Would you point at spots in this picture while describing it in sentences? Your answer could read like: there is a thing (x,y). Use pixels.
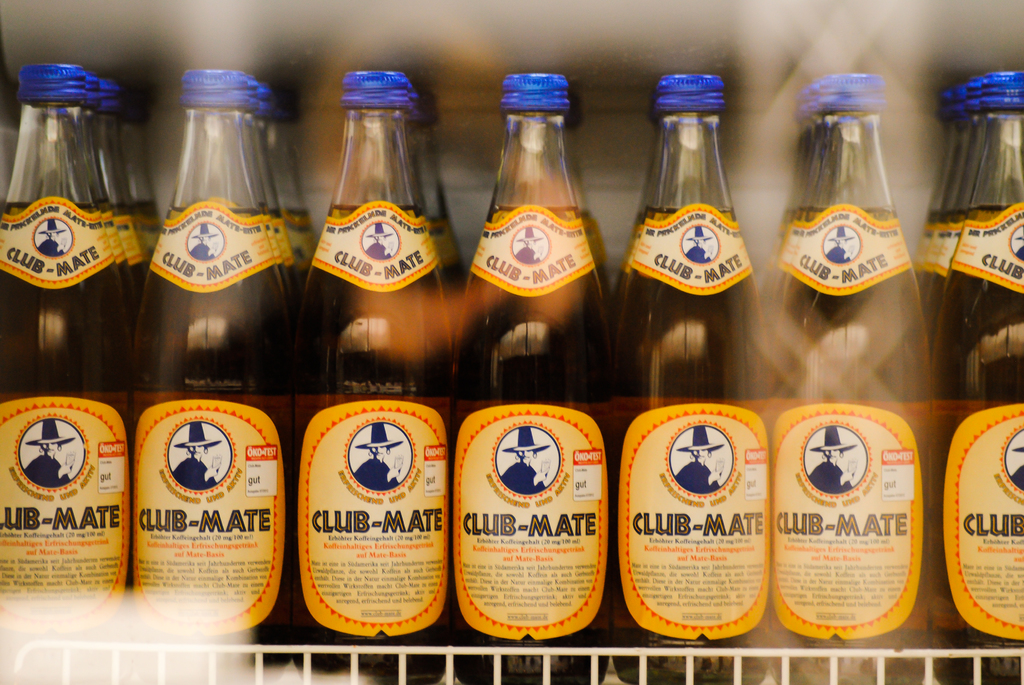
In the picture, the image looks like it is captured from the fridge (353,649), inside a fridge (765,299) there are many bottles (574,391), the bottles (596,476) has a label (554,525) which is of yellow color, on that a man (184,482) is wearing a hat (192,438), the bottles (400,135) are sealed with blue cap (389,88).
